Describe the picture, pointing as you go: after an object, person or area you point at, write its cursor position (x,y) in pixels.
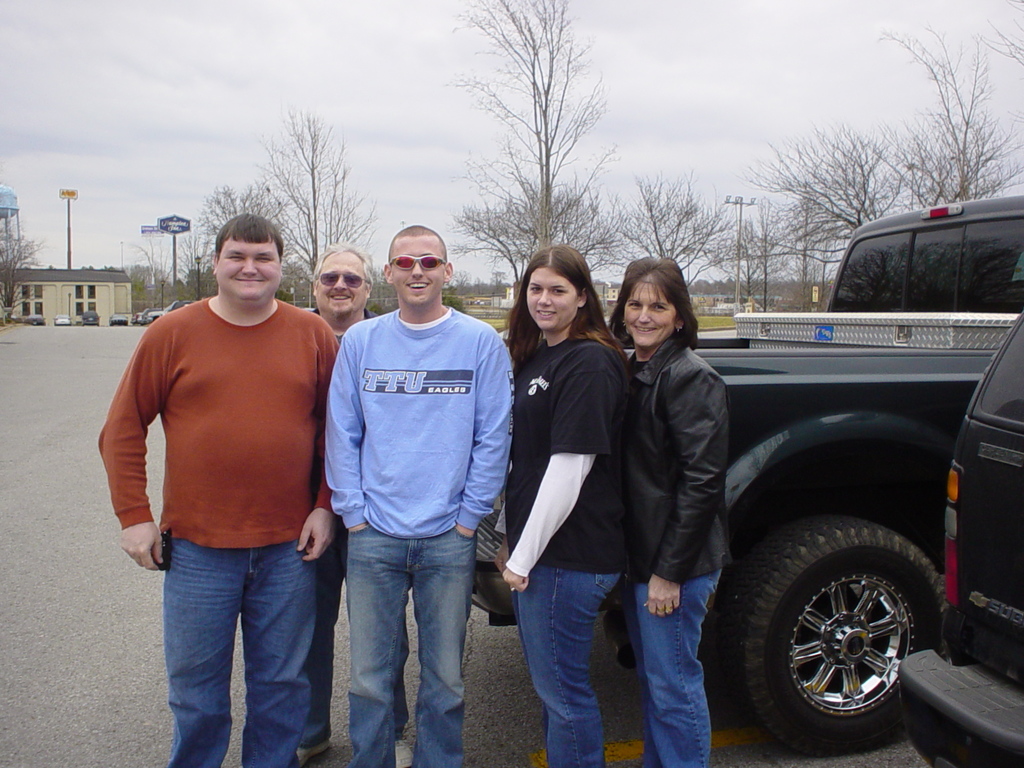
3 Men (385,332) are standing and smiling. Beside them 2 women (653,392) are standing, they wore black color tops (687,443). On the right side (750,431) there are 2 vehicles (889,394), in the middle (503,264) there are trees (505,205). At the top (246,71) it is the sky (214,81).
